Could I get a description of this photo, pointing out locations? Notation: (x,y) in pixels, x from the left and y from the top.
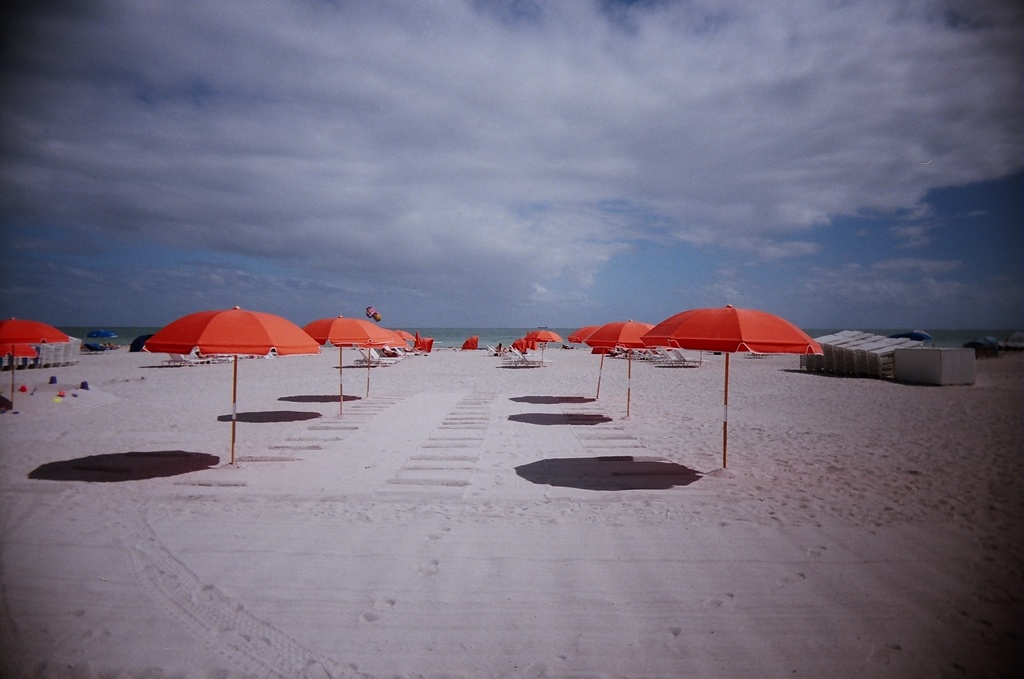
In this image there are umbrellas (280,349) which are red in colour in the center (384,345) and the sky (398,219) is cloudy.
